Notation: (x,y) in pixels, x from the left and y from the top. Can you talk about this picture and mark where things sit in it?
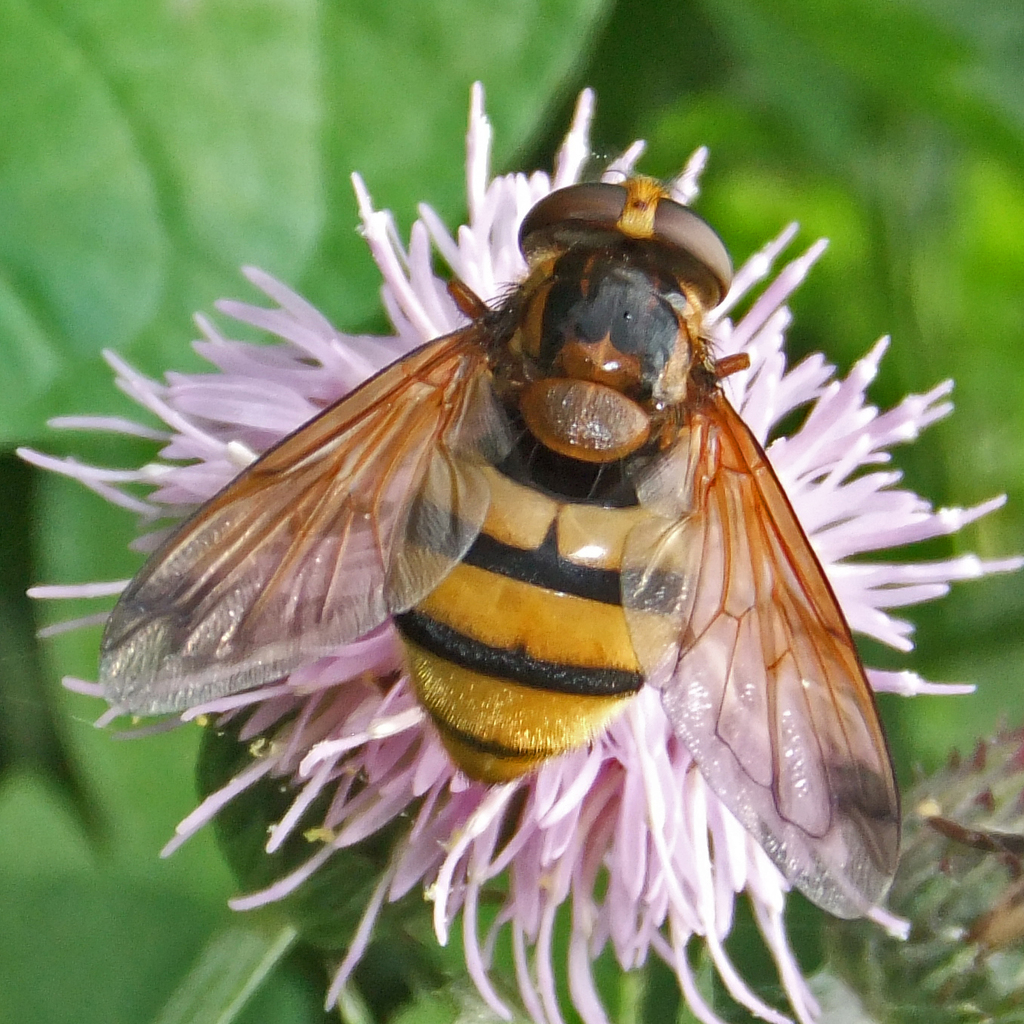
In this image, we can see an insect (599,396) on a flower (664,843). We can also see the blurred background (477,15).
